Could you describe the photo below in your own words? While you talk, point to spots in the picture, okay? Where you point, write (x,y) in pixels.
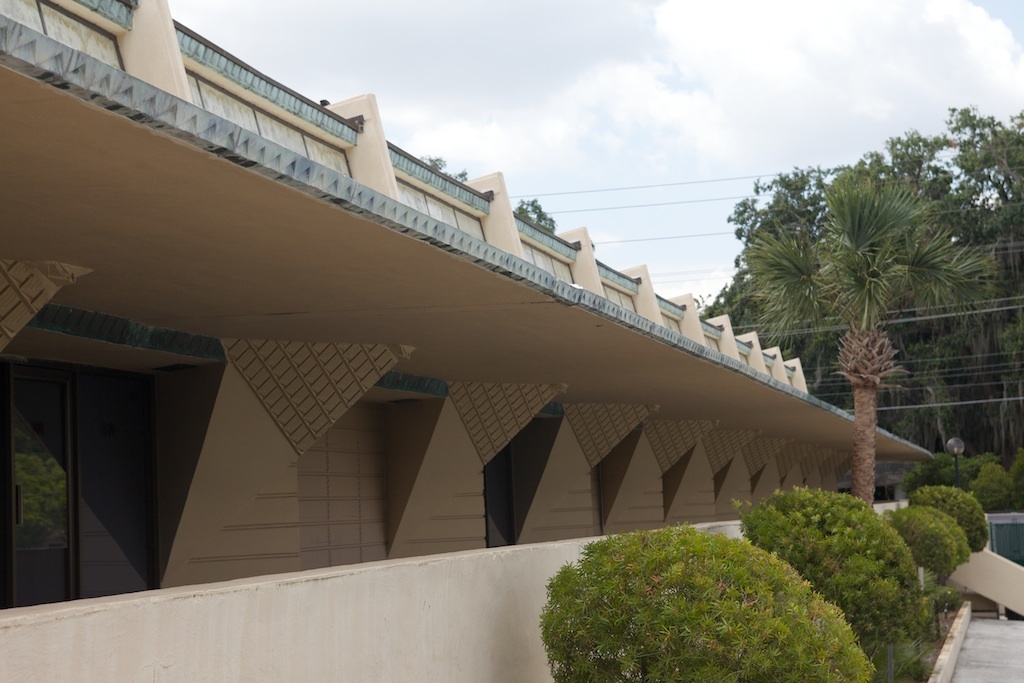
In this picture we can observe some plants (760,582) in front of this wall (411,600) which is in cream color. We can observe a building (206,352) which is in cream color. There are trees (866,288) on the right side (879,344). We can observe some wires (691,238) and a sky (615,68) with clouds (681,63).
